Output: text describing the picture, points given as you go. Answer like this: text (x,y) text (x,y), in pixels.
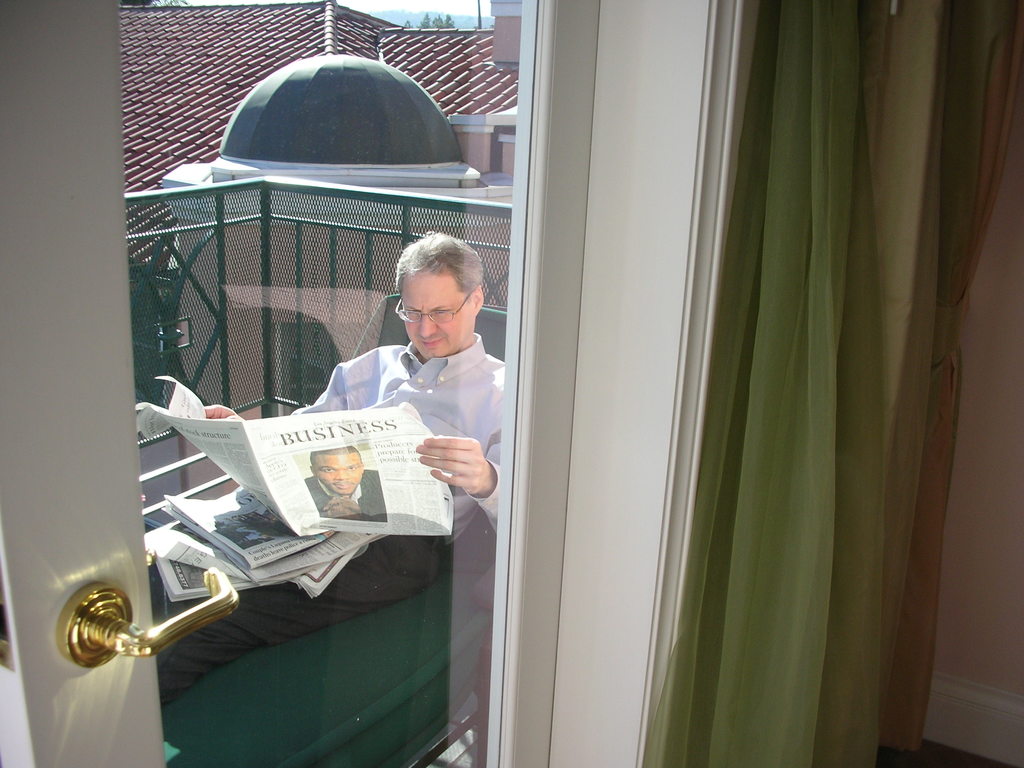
As we can see in the image there are houses (142,50), curtain (804,288), fence (308,248), newspapers (358,440), door (461,554) and a person (467,476) sitting.
